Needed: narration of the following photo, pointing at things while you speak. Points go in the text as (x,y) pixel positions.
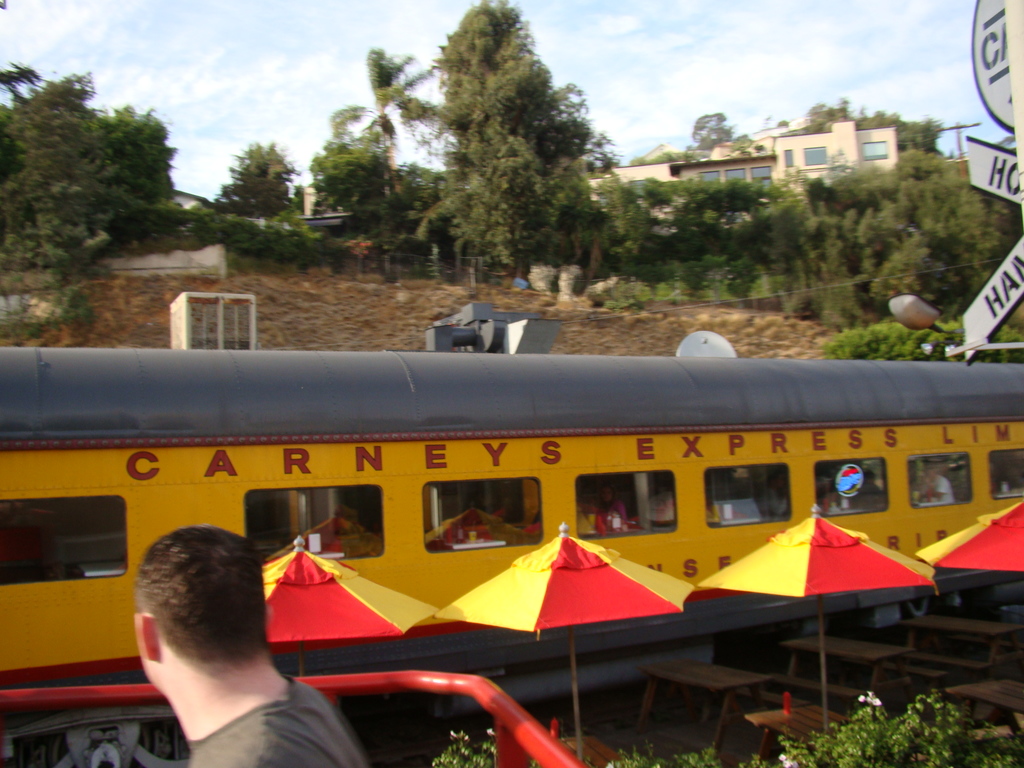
In this picture we can see some plants (886,749), umbrellas (327,592), tables (970,697) and benches (835,684) at the bottom (877,702), there is a person (218,719) in the front (208,727), we can see a train (531,517) in the middle (528,457), in the background (872,228) there are some trees (582,222) and buildings (310,211), we can see the sky (318,48) at the top of the picture (312,22), we can see some people (937,490) in the train (908,481).
